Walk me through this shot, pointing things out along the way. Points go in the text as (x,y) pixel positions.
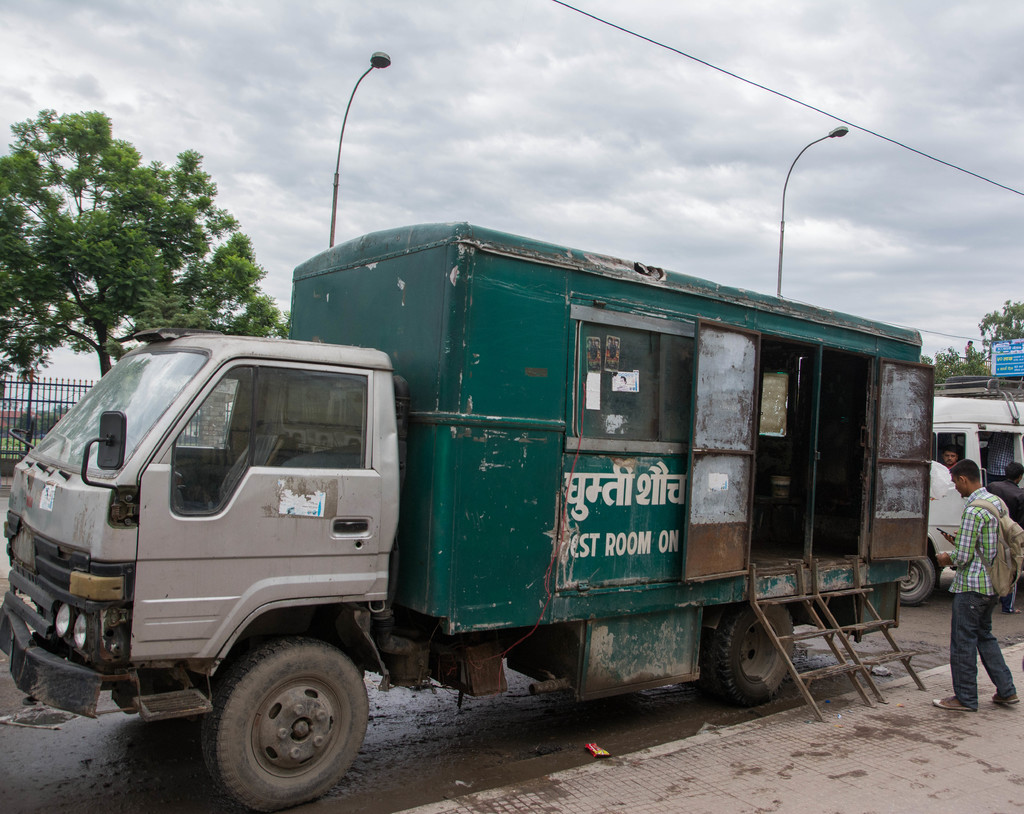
Sky (682,180) is cloudy. These are light poles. Vehicles (627,496) are on the road (446,699). Here we can see people (959,473). Background (47,197) there are trees (70,288) and fence (22,382).
